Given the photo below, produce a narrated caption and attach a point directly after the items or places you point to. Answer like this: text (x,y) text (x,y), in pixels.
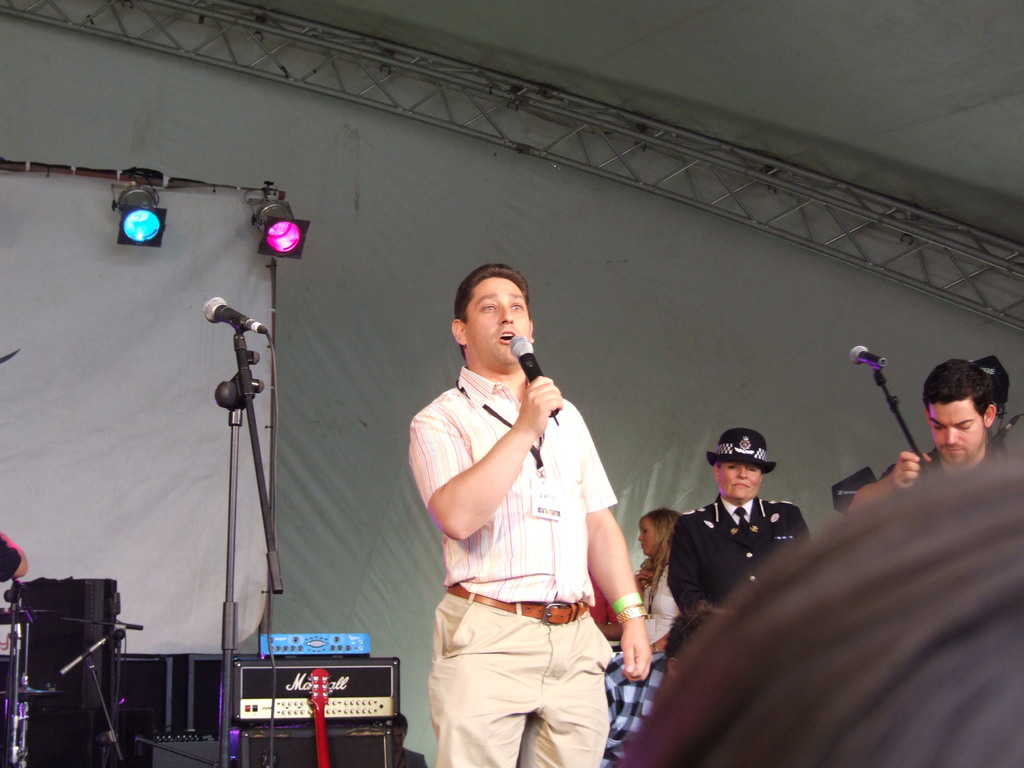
In the picture there are people (471,498) standing, in the middle of the picture (531,501) one person (534,478) is singing in the microphone (558,410) wearing a shirt (555,529) and id card (548,511), behind him there are recorder (255,681), speakers (283,744) and microphones (214,316) and a sheet (182,287) and lights (270,185) on wall (390,193), behind a person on the right corner (743,510) there is one person (721,468) wearing uniform (764,537) and hat (739,451) and one person (978,459) is adjusting microphone stand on right corner of the picture (927,463).
